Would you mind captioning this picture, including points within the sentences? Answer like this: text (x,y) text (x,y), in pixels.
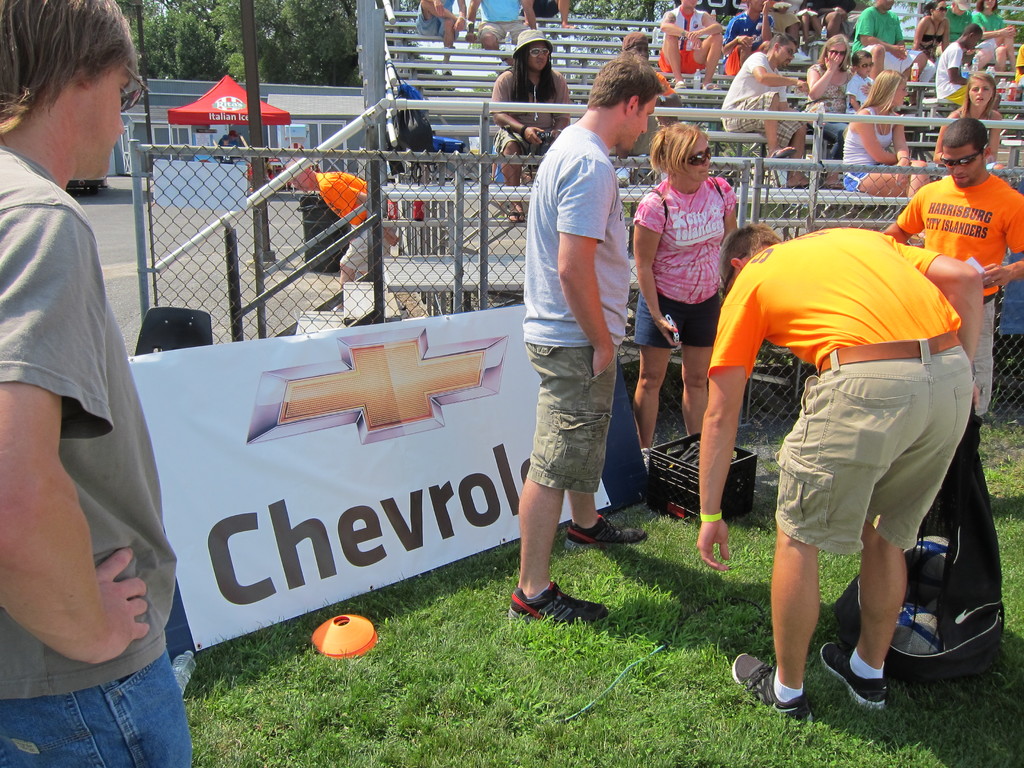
In this image, I can see a group of people (899,325) standing and groups of people (735,101) sitting on the benches (572,73). There is an iron fence (199,221), board (493,487) and a basket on the grass (379,671). In the background (232,119), I can see a pole (261,163), dustbin (314,207), canopy tent (225,102), buildings (182,95) and there are trees (292,45).
